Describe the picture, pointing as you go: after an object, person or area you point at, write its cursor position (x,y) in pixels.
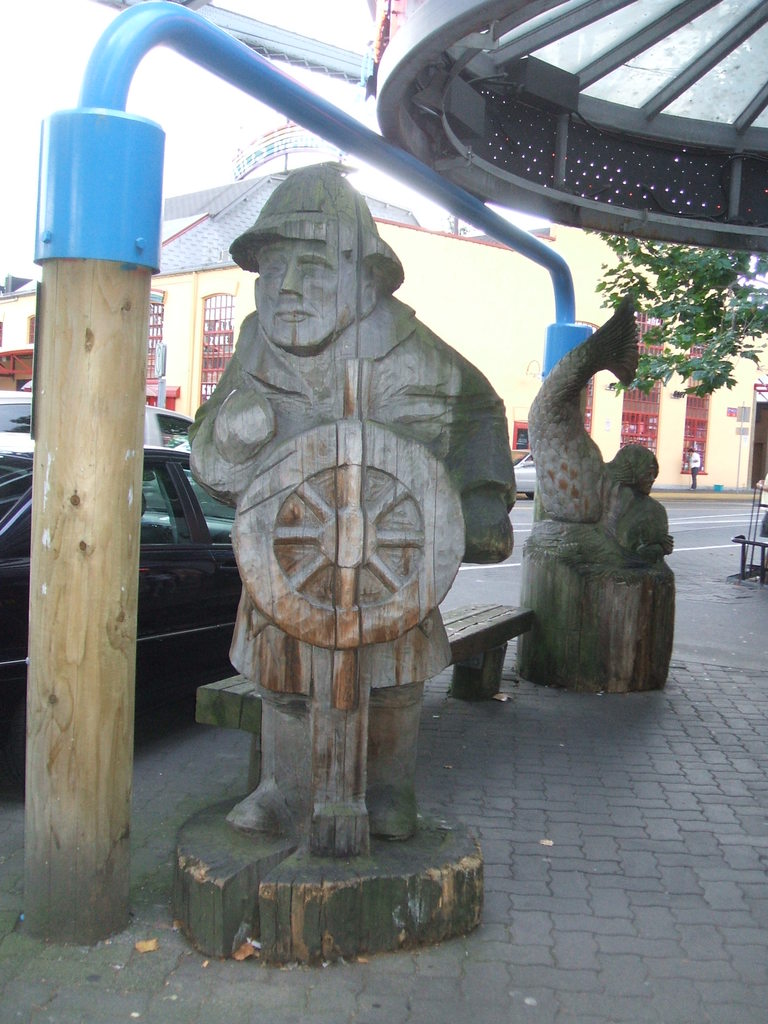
In this picture I can observe a statue of a person (299,529) in the middle of the picture (315,403). The statue (315,441) is in grey color. There is a bench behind the statue (308,678). On the left side (203,558) there are some cars (192,604) on the road (205,753). In the background (444,315) there is a building (234,270). I can observe a tree (660,359) on the right side (678,300).
